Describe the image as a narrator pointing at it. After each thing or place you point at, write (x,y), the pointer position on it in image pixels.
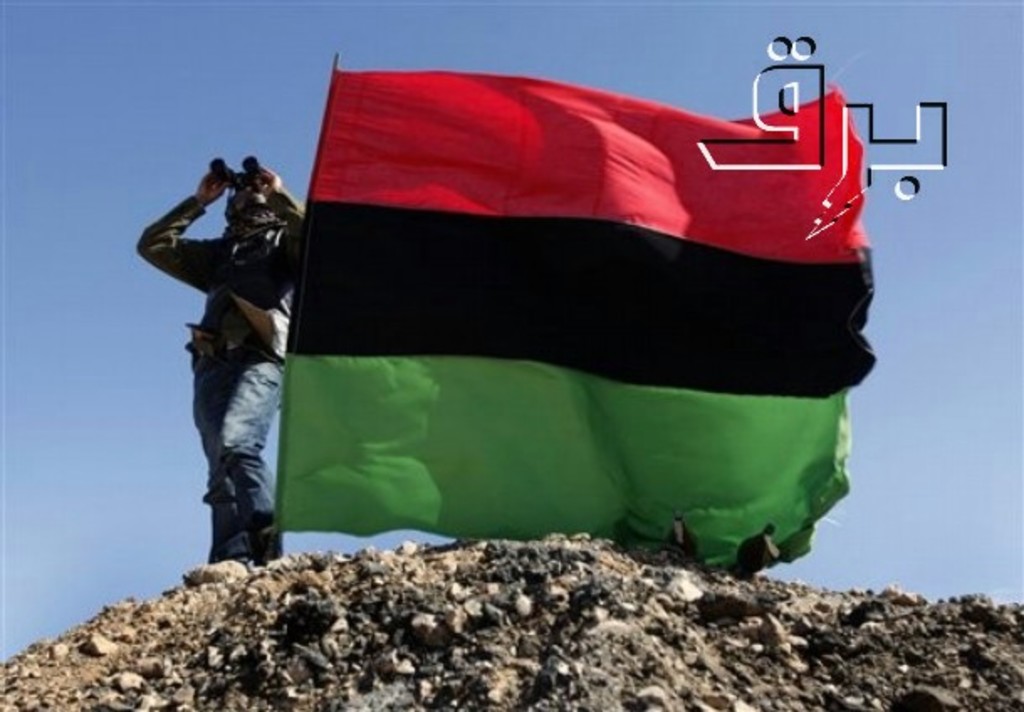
In this image, we can see a person (220,336) is standing and holding a binoculars (250,186). Here there is a flag (485,298). At the bottom (177,675), we can see stones (426,640). Background (907,320) there is a sky (75,472). Right side (783,123) top of the image (847,133), we can see the watermark (820,152).
